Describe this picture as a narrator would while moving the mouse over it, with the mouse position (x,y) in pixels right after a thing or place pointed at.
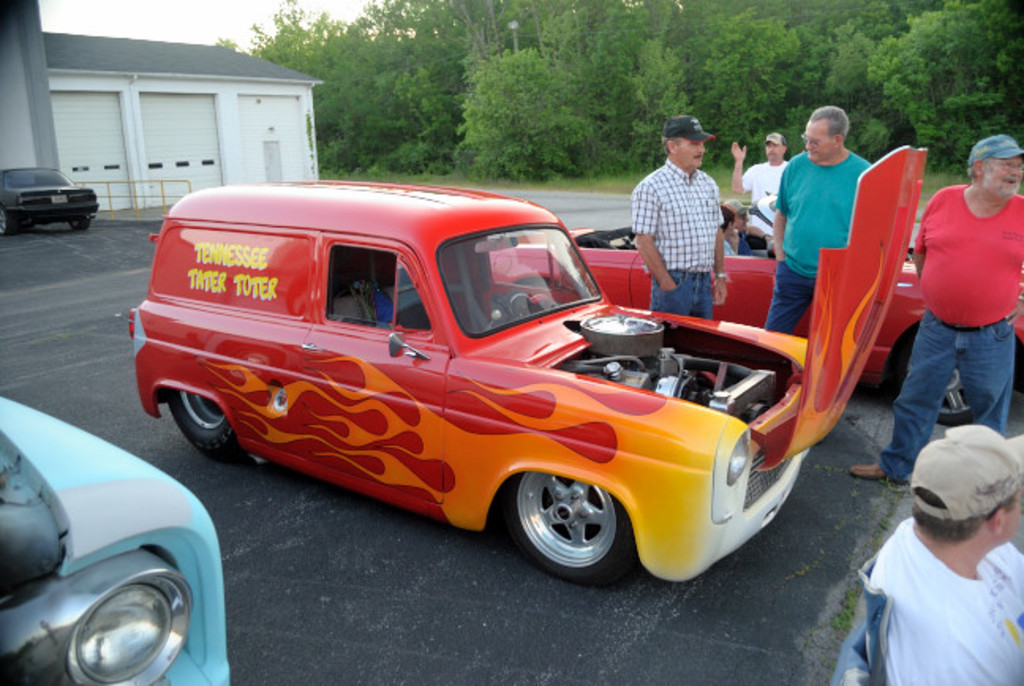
In this image I can see few vehicles (413,356), a building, number of trees (529,138) and here I can see few people (989,603). I can also see most of them are wearing caps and here on this vehicle (181,298) I can see something is written.
